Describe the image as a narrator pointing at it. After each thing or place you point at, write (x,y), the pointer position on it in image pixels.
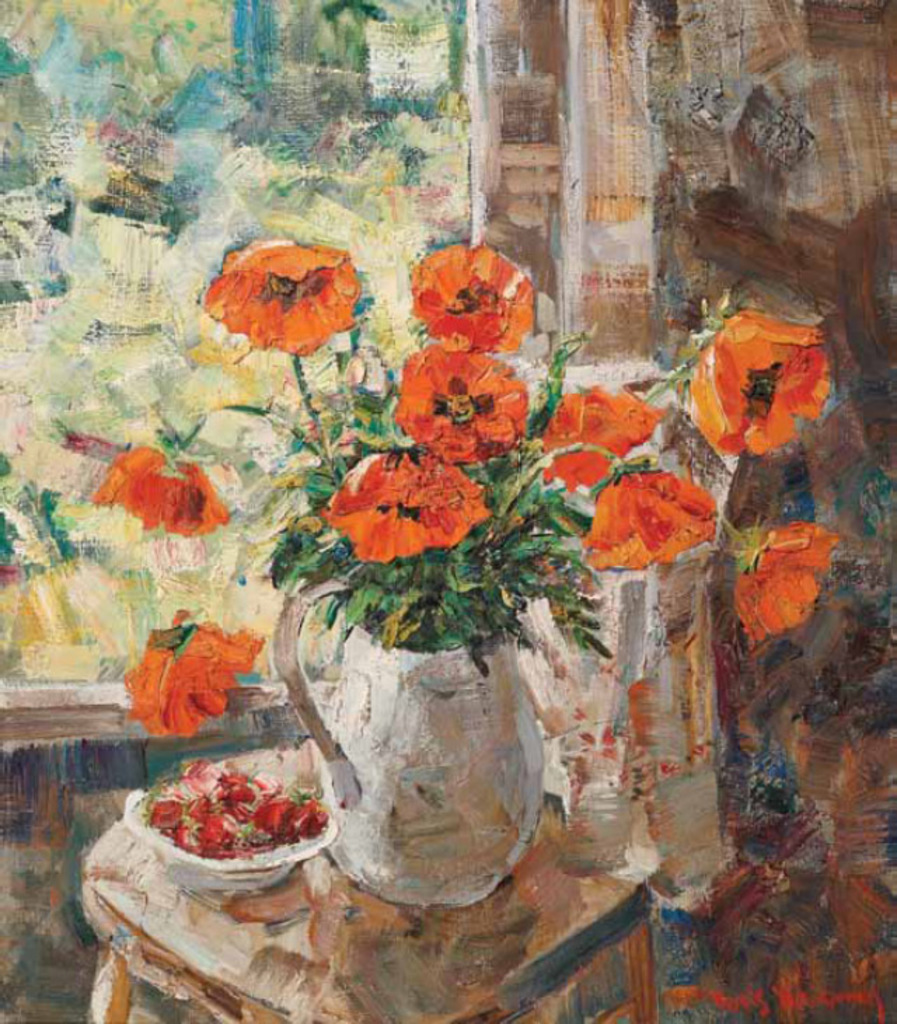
In this image we can see a painting (660,654) of a flower vase (385,721). In that orange color flowers (451,482) are present on a table (463,943). Beside it one bowl (250,865) full of strawberries (229,815) are there.
